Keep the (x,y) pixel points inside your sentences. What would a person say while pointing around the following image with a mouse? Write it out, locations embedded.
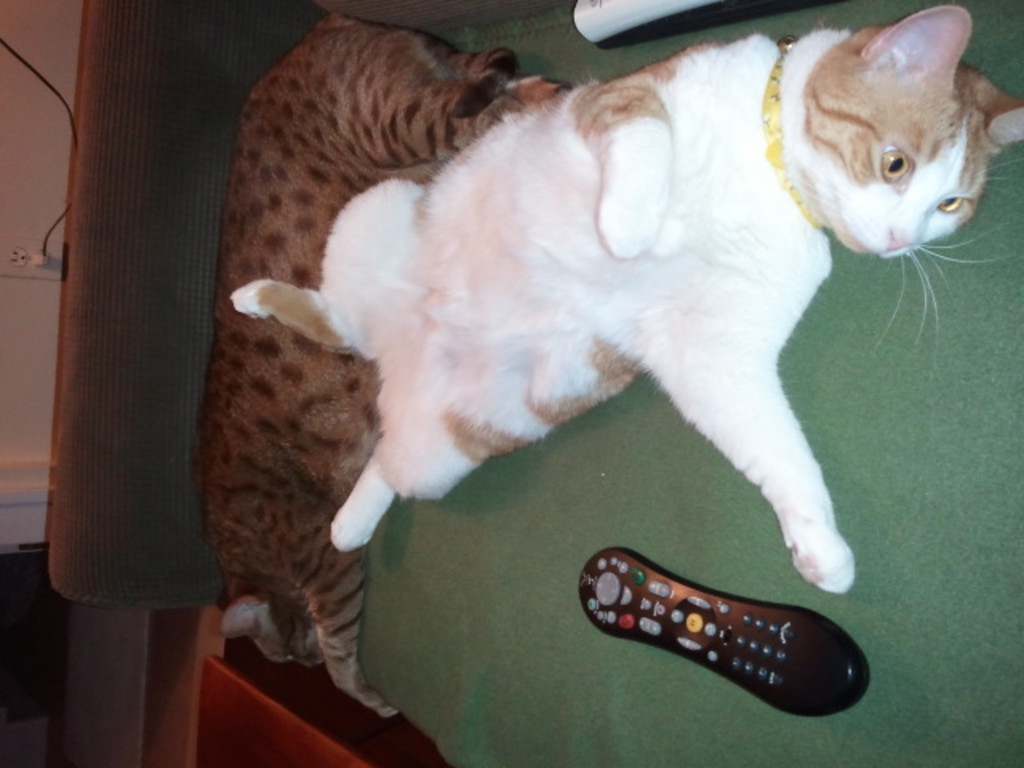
In this picture I can see couple of cats (485,319) and a remote (763,687) and it looks like a bed (867,610) and I can see table (239,688) on the left side of the picture (158,667).
